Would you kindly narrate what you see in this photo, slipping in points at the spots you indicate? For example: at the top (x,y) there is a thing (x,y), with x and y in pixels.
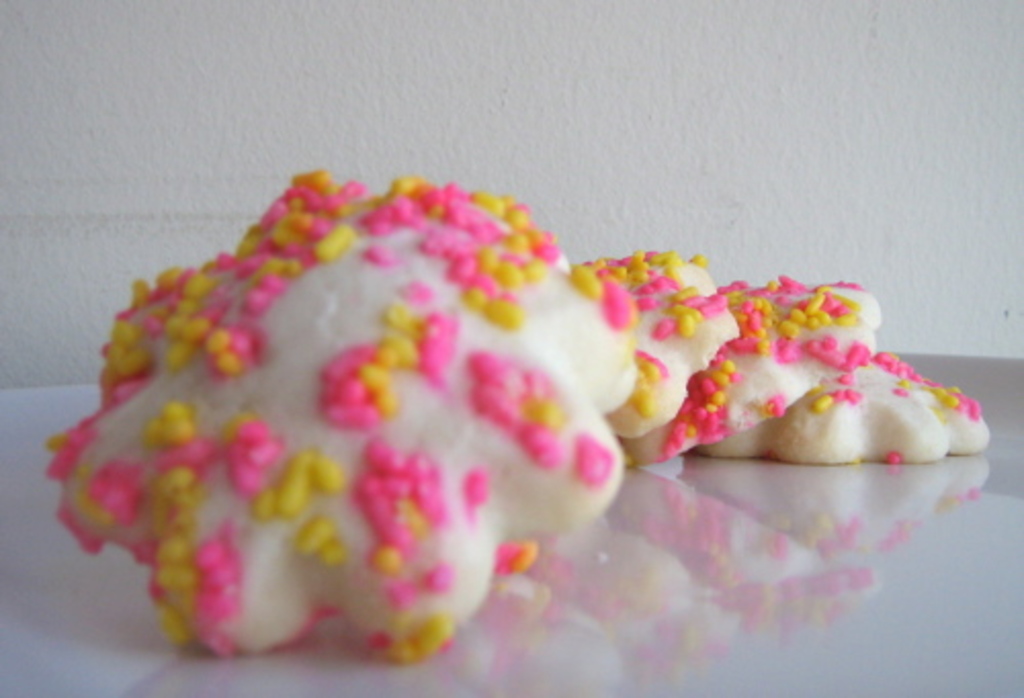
Here we can see food (544,532) on a platform (665,573). There is a white background (579,127).
